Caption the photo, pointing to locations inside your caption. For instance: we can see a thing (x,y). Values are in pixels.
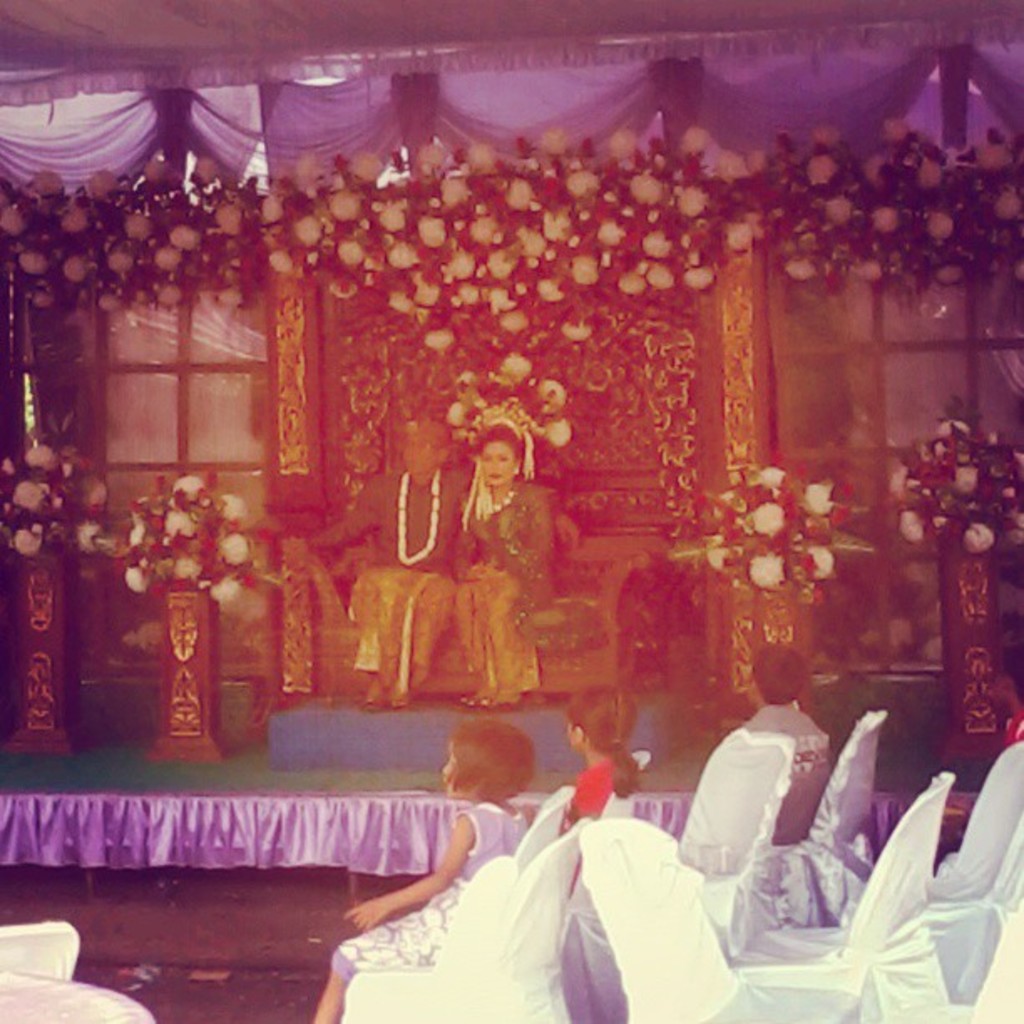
In the center of the image (426,556) there is a man (408,600) and woman (515,635) sitting in a chair (664,565) on the dais (365,747). At the bottom of the image (922,980) we can see persons (513,796) and chairs (498,924). In the background (706,239) there are flowers (147,568), curtains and wall (828,348).
